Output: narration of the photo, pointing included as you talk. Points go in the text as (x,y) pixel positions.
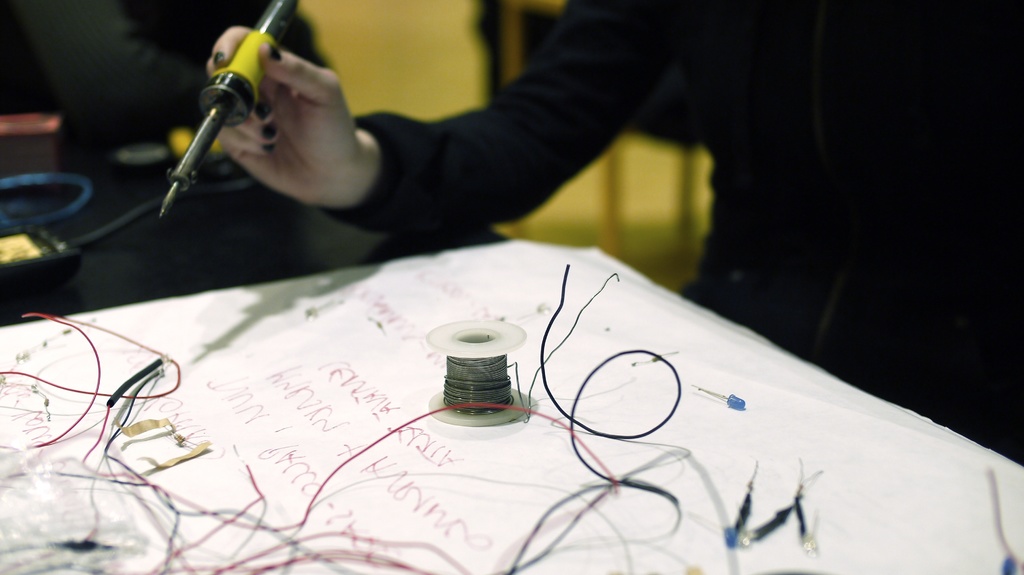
In this image we can see there is the person hand (319,149) holding an object (221,113) looks like a soldering iron (214,127). And we can see the table (215,392), on the table (371,483) there are wires (508,372), paper (343,358), box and few objects (494,371) on it. At the side, it looks like a blur.
